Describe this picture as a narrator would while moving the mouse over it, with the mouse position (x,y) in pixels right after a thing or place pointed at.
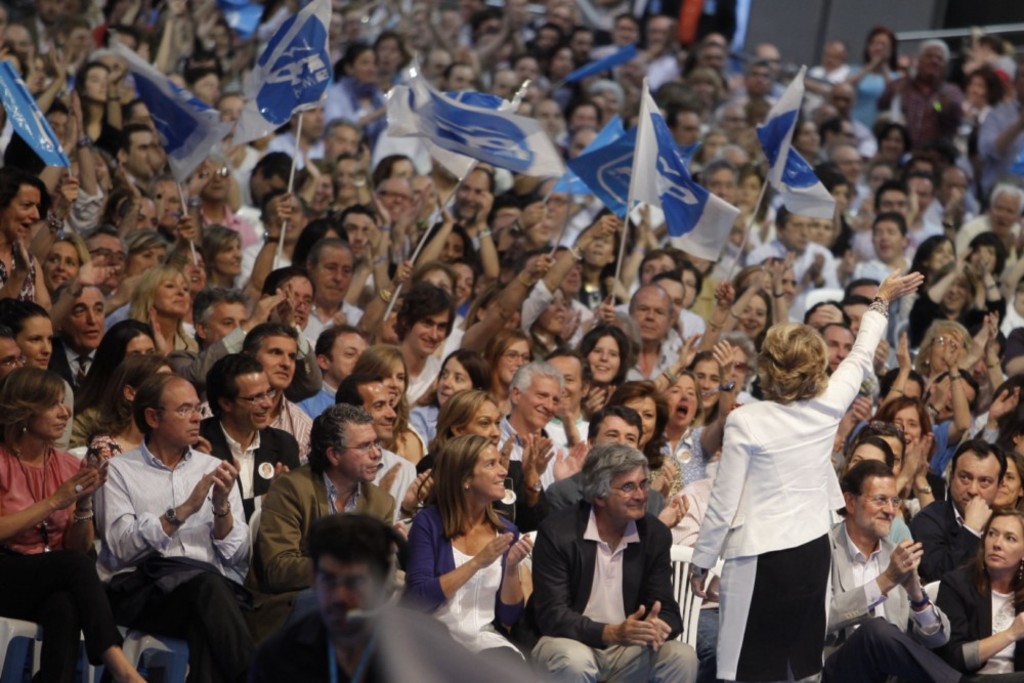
In this image we can see a group of people (349,265) and some of them are holding flags (471,137) in their hands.
